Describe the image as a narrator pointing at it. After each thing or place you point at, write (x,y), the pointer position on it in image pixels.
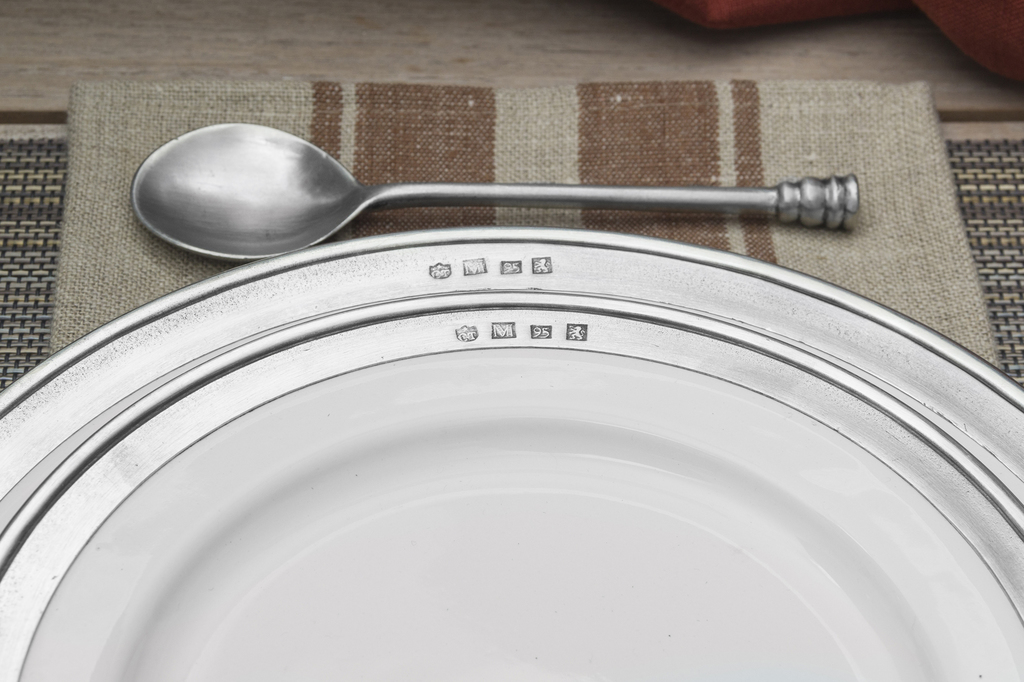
There is a white color plate (777,393) and steel spoon (789,215) on a cloth (778,97). Which is on the other cloth (30,169).
